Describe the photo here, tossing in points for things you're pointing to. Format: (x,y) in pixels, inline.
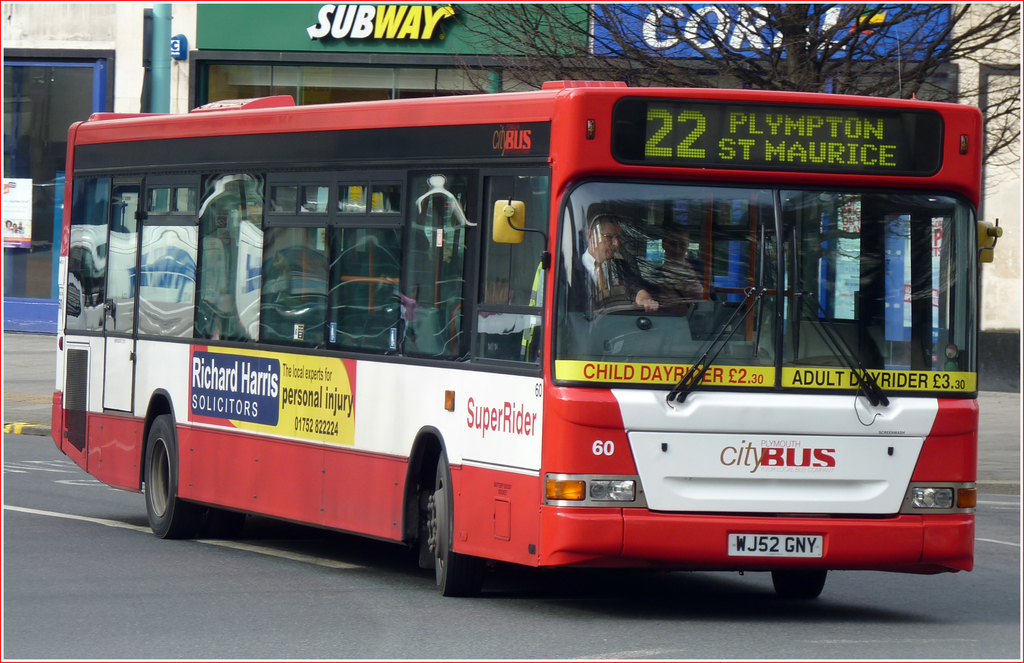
In the center of the image (671,420) we can see a bus (322,417) on the road (528,586). In the background (135,107) there are buildings (969,96) and a tree (827,48).
